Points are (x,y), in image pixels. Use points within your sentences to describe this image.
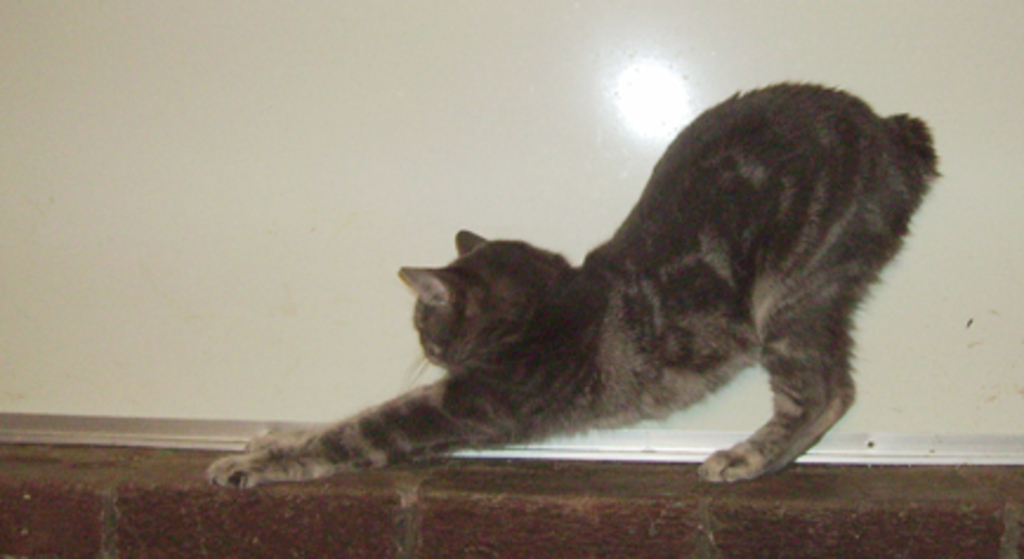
There is a cat (432,359) standing on a surface (460,472). In the back (571,101) there is a wall (896,285).
